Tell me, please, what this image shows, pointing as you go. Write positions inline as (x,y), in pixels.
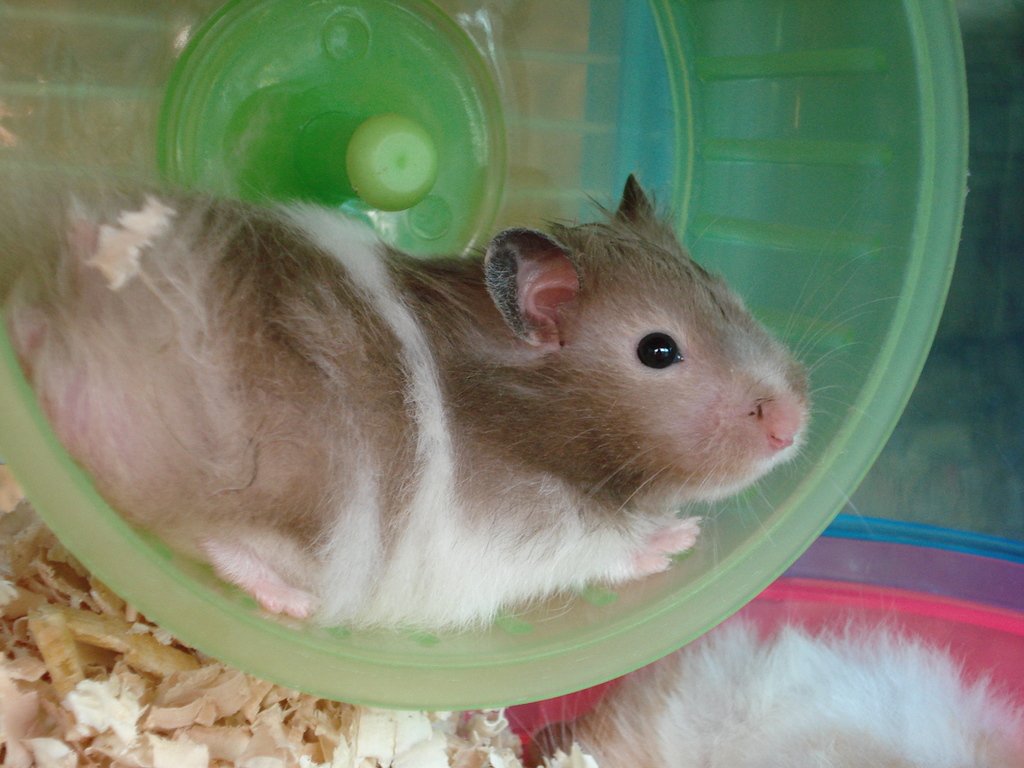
In the picture I can see a hamster (454,413) is in the green color object (159,555). At the bottom of the image (689,648) we can see some objects (234,723) and another animal (763,721), we can see some objects (948,633) which are in red and blue color.
